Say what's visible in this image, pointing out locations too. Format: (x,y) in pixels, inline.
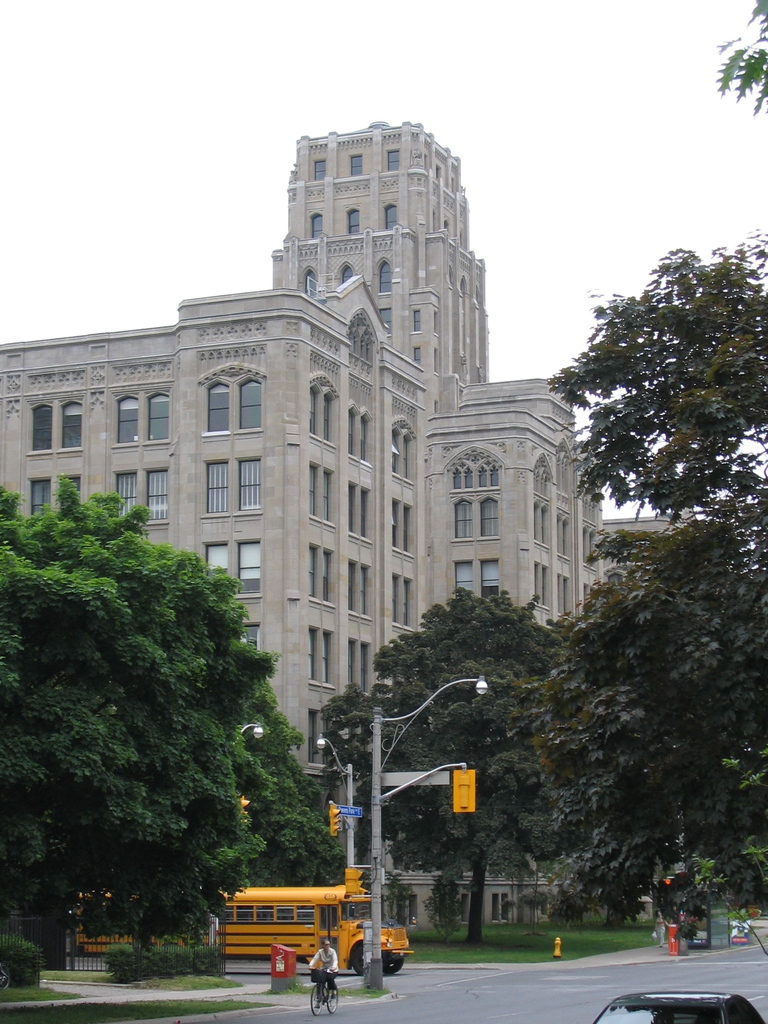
In this image, I can see the trees (413,722), street lights (401,719) and a building (342,472) with windows (394,601). At the bottom of the image (331,906), I can see a bus (346,940) and a person (332,950) riding bicycle (314,1002) on the road (436,1006). In the background (85,195), there is the sky (474,135).
